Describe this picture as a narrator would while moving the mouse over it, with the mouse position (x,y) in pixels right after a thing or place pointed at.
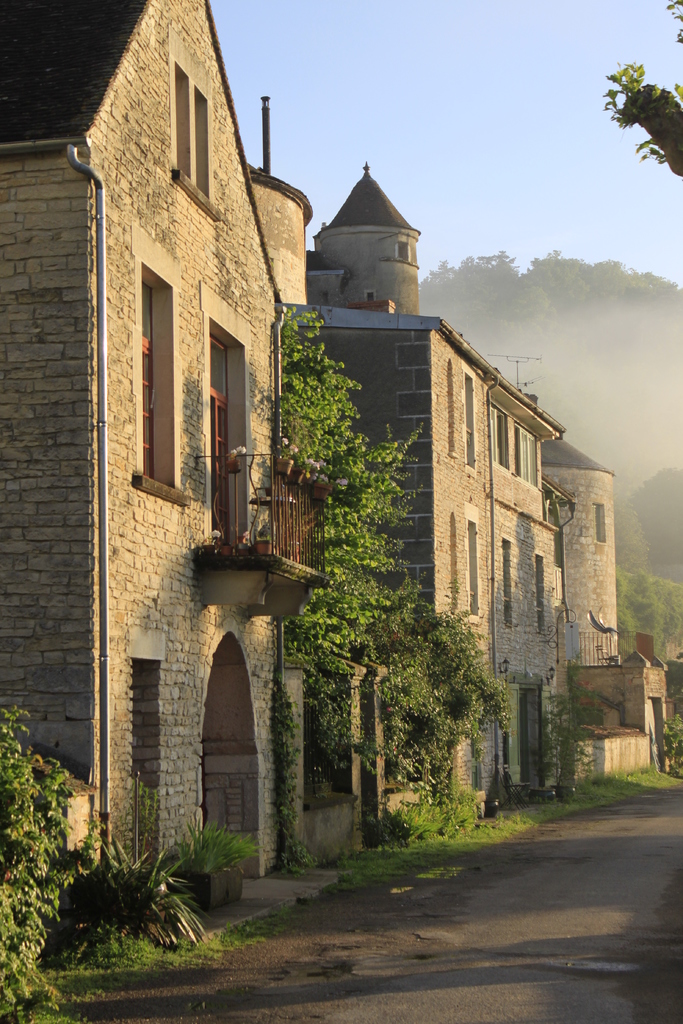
In this image in the center (379,566) there are some buildings (607,566), trees (395,673) and some plants (134,949). At the bottom (365,977) there is a walkway (533,902) and in the background (590,333) there are trees (588,270), at the top (408,130) there is sky (442,118).
